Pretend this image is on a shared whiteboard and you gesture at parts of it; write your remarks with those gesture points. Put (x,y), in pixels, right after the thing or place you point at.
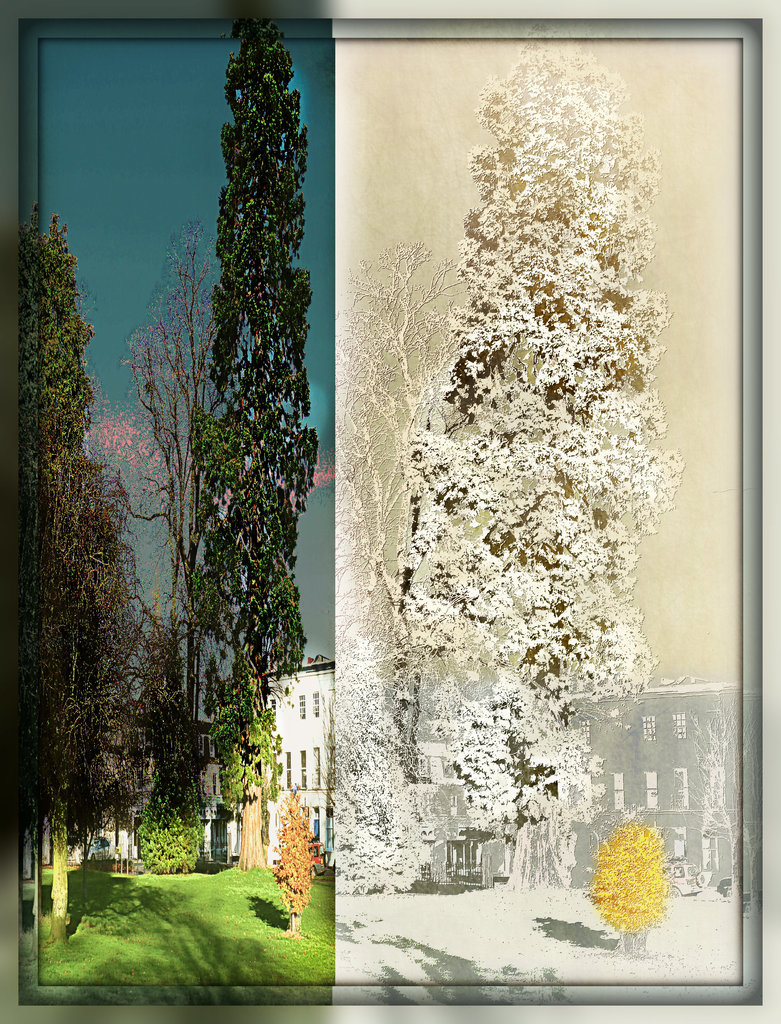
This is an edited and made as collage image. In the right side (552,462) image I can see few trees (451,532), a building (710,854) and a plant (616,906). In the left side (207,948) image, at the bottom of the image (197,956) I can see the grass (179,936). In the background (242,740) there are some trees (225,737) and a building (296,723). At the top (180,233) I can see the sky (132,207).
